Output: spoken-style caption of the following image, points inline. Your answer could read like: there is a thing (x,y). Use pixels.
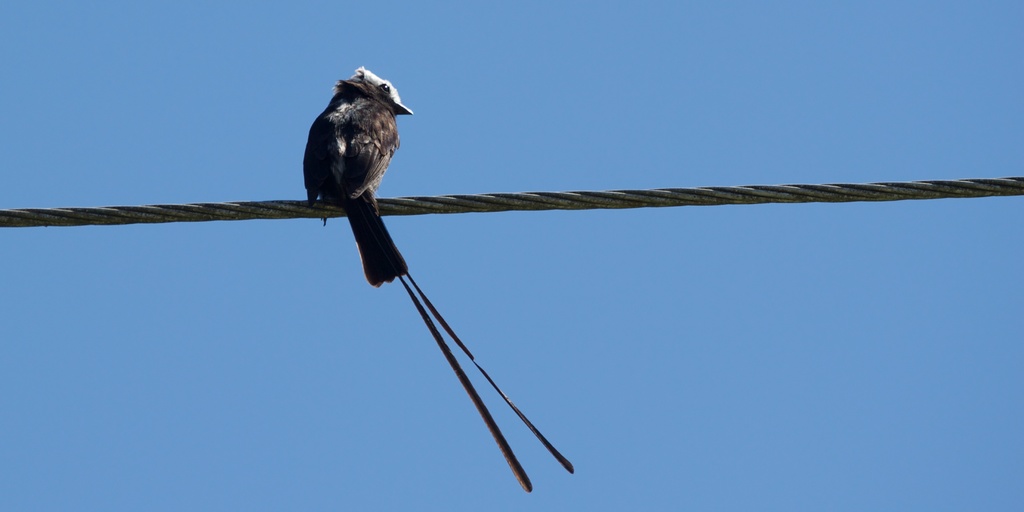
In this image there is a bird (374,181) standing on a rope (446,198).
